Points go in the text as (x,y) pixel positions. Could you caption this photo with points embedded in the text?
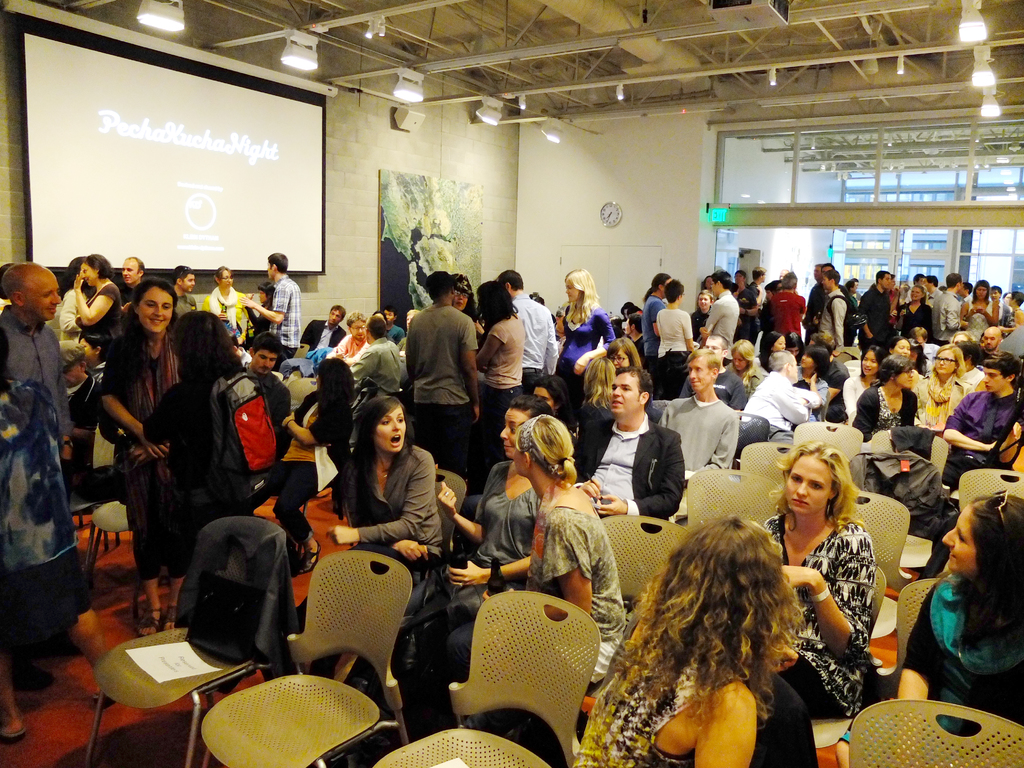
In a room (468,321) there is a projector screen (202,178) and something is being projected on the screen (158,215) and there are a lot of people (406,552) discussing inside the room (668,600), some of them are sitting and some of them are standing. In the background (932,256) there is a glass door (952,256) and beside the door (724,244) there are some windows (726,173), in the left side (339,231) there is a wall (569,178) and there is a clock (611,207) attached to the wall (551,215). Beside that there is a photo frame (398,182).
